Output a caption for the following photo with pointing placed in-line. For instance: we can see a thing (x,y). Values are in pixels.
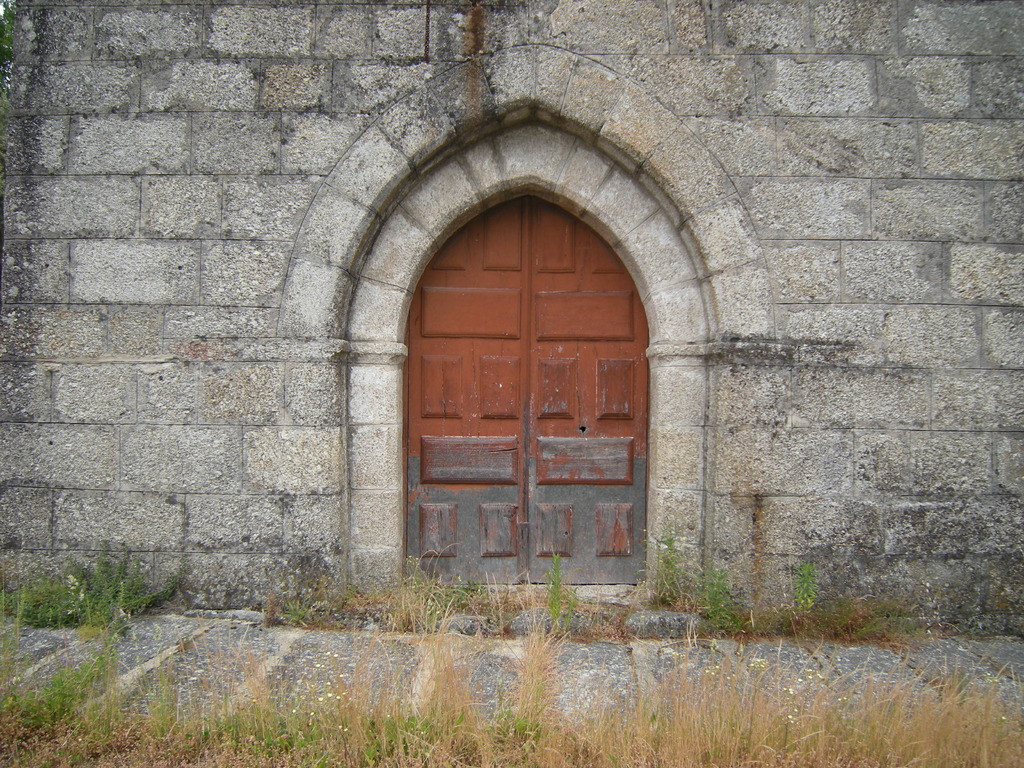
In this image, we can see a wall (430,214) with a door (451,294). We can also see the ground (140,701) and some grass (869,693).
